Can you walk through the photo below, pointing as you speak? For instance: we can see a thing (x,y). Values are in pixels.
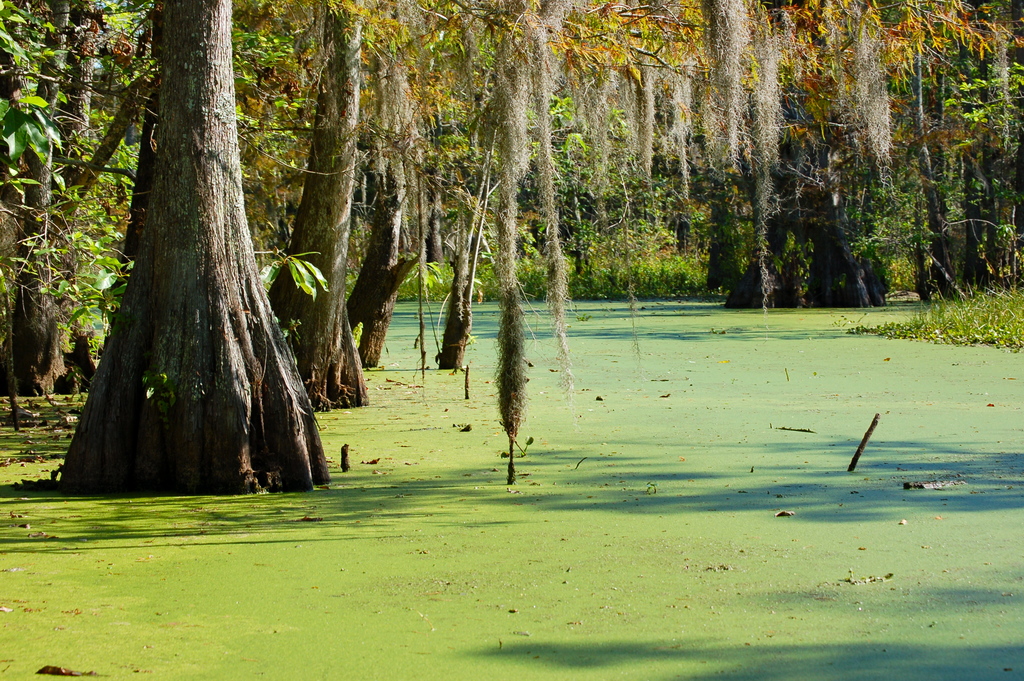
There are many trees (385,195) and grass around the green surface (664,414).
